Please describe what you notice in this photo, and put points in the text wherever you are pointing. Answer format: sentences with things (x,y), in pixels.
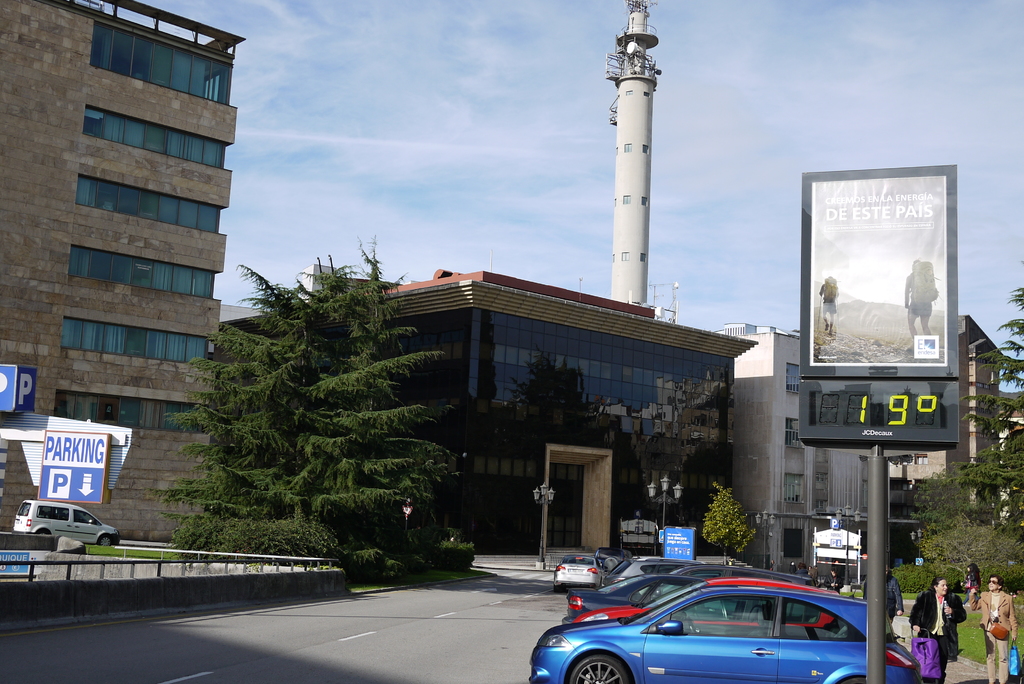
In this image there is the sky (489,126), there is a tower (650,90) truncated towards the top of the image (626,182), there are buildings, there is a building (122,322) truncated towards the left of the image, there is a building (977,383) truncated towards the right of the image (995,406), there are trees (343,414), there are trees (1011,473) truncated towards the right of the image (1005,459), there are boards (671,541), there is a pole (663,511), there are street lights (662,498), there is road (372,636), there are vehicles (618,623) on the road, there are people (937,593) walking, there are people (939,600) holding an object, there is number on the board (889,311).
